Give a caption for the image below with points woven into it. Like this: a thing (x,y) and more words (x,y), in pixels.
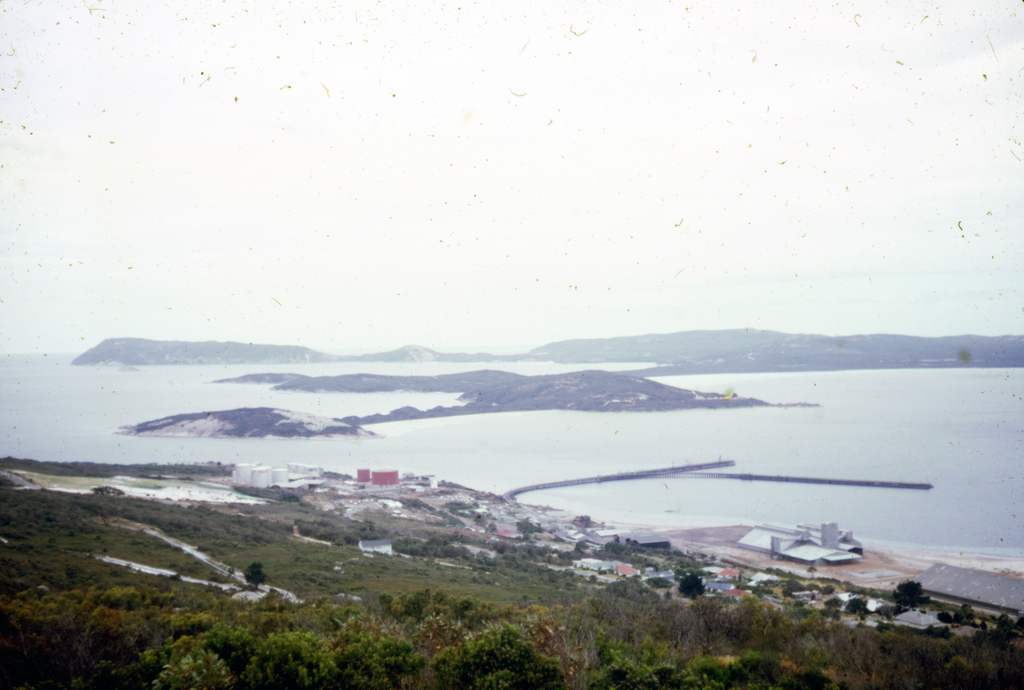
In this image at the bottom (496,577) there are some buildings (845,599), trees (269,617), grass (122,515) and in the background (422,412) there is a sea (635,366) and some mountains (310,353). At the top of the image (460,129) there is sky (411,171).
